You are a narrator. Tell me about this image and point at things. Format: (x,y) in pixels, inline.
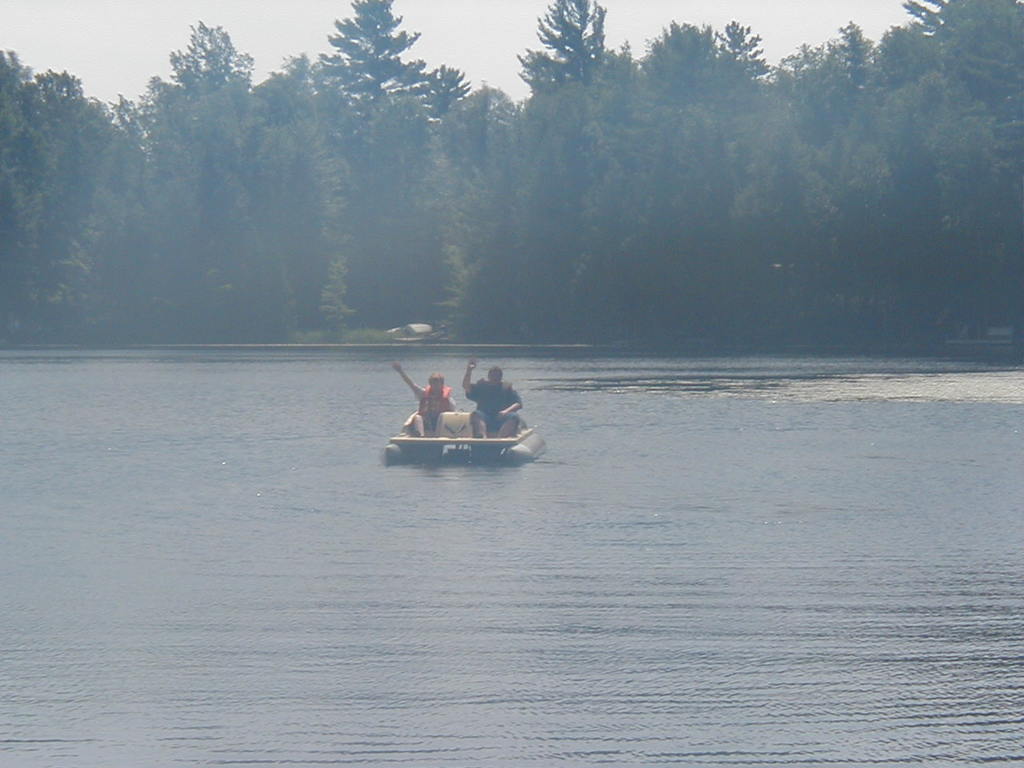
At the bottom of the image (328,681) I can see a river (668,601). There are two persons (487,396) sitting on the boat (440,450). In the background (429,225) there are many trees (233,230). At the top of the image (85,26) I can see the sky (77,27).
